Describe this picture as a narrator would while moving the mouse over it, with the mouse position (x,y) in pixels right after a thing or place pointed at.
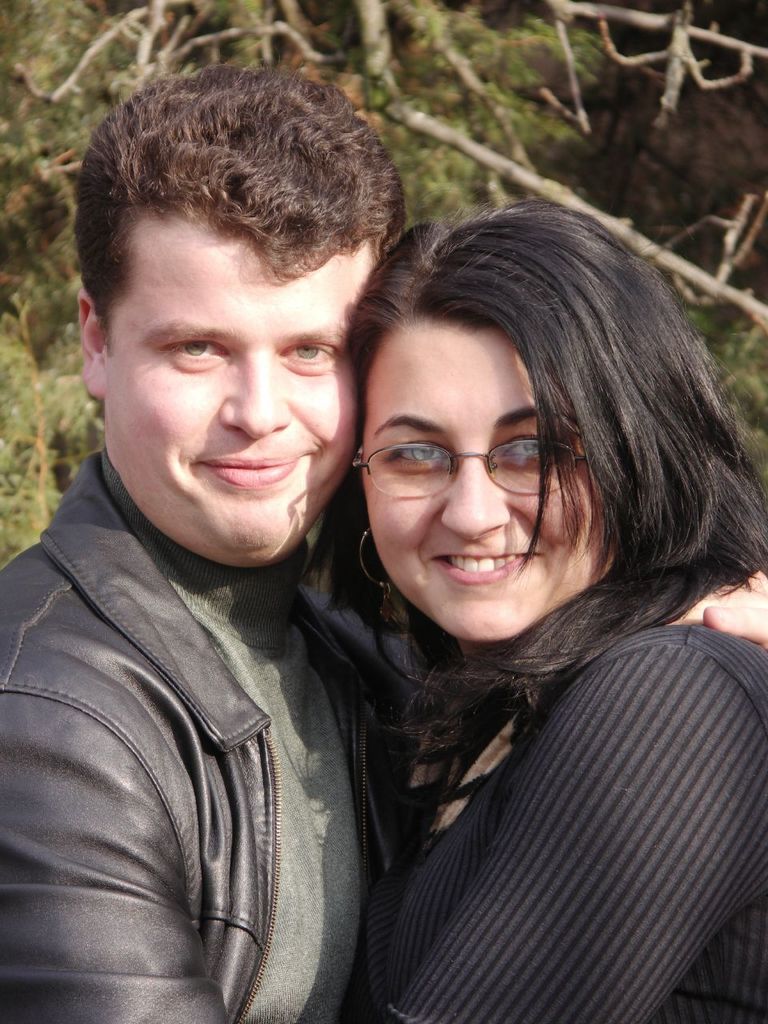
In the image there are two people (303,792) standing and posing for the photo and behind them there are many trees (446,122).
